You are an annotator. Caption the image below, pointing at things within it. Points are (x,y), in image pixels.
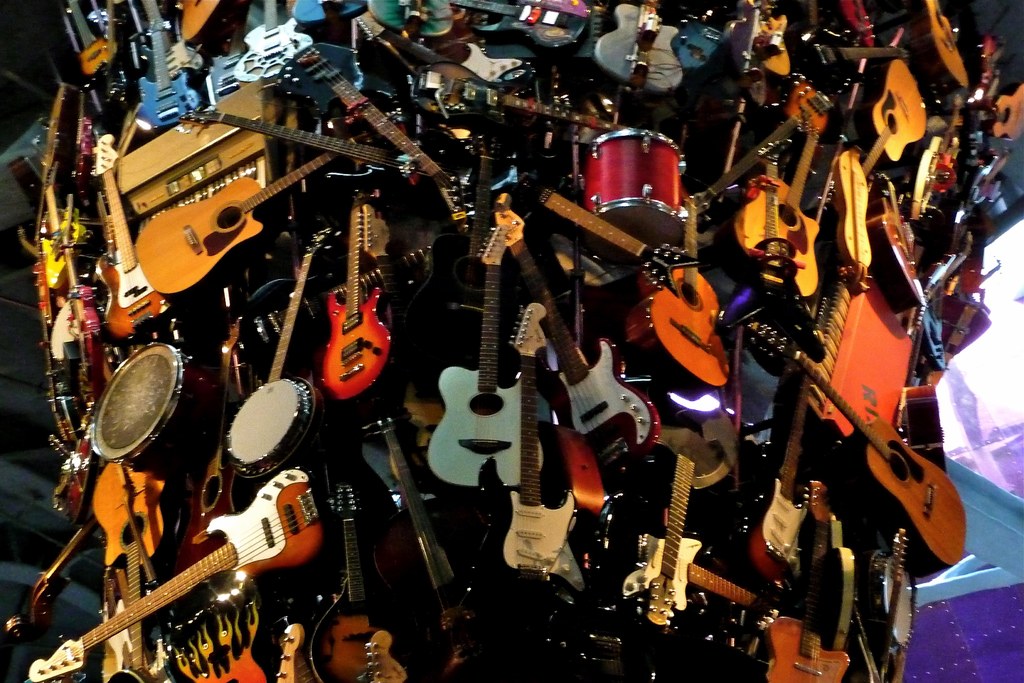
In this Image I see number of musical instruments (917,276).
